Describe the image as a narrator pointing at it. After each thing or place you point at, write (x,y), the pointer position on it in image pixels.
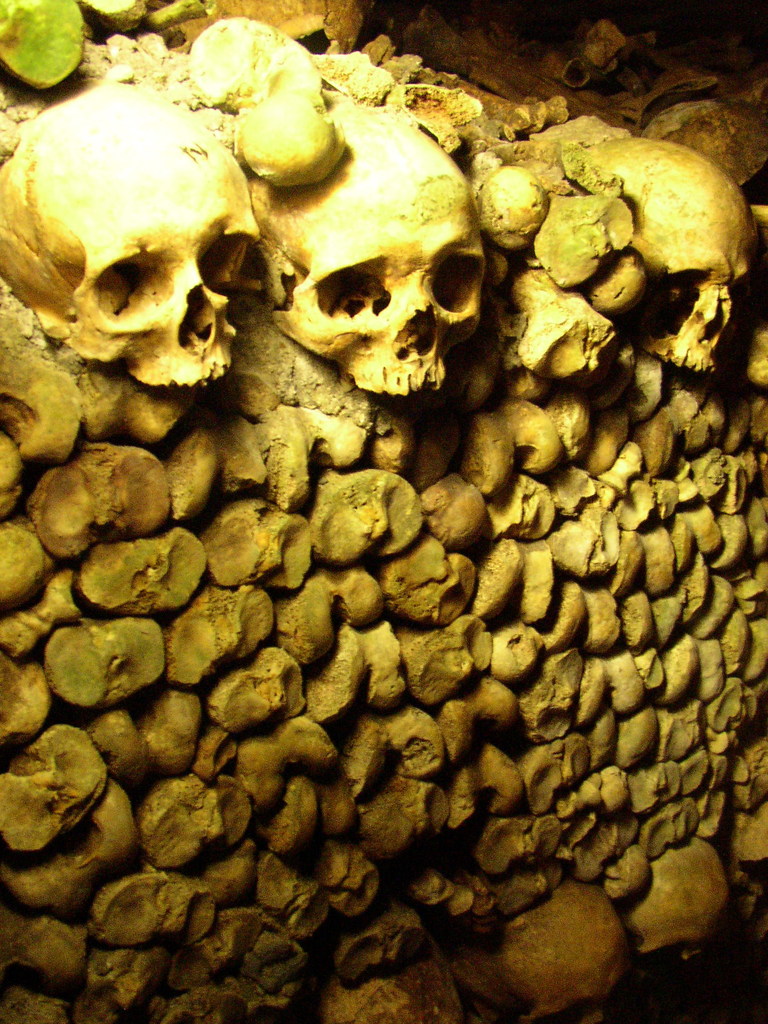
In this image we can see the Catacombs of Paris (503,589). There are some skulls (412,295) and some objects (371,42) at the top of the image (633,81).
